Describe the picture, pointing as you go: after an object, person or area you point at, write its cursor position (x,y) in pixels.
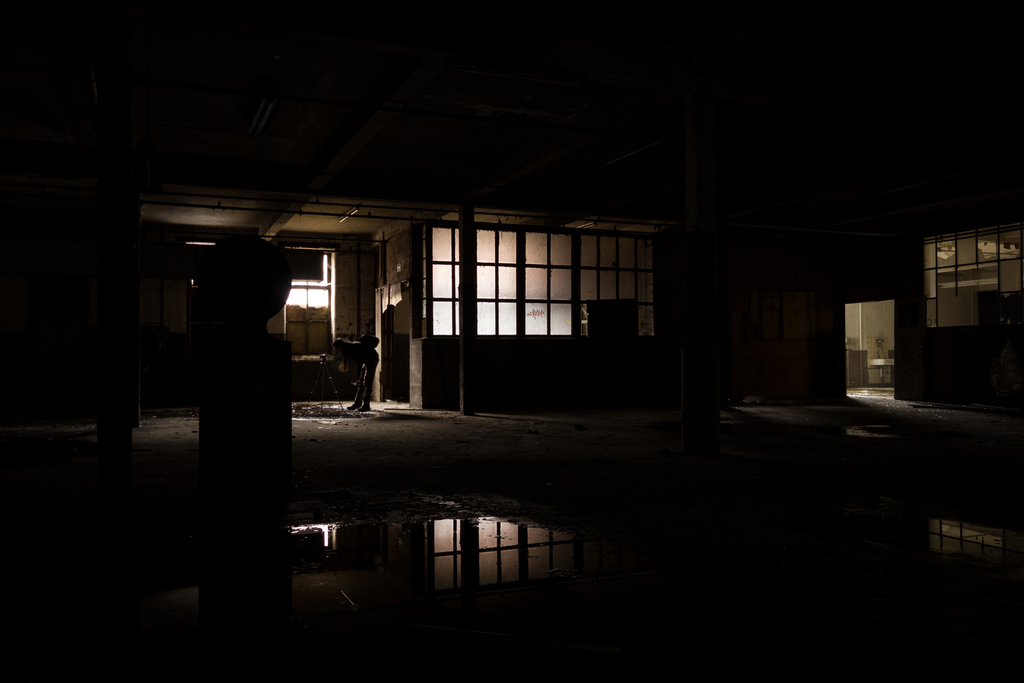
In this dark image we can see glass windows (574,300), person (373,356), camera stand (323,360), roof (546,75) and pillars (471,287). Here we can see water (523,579).
